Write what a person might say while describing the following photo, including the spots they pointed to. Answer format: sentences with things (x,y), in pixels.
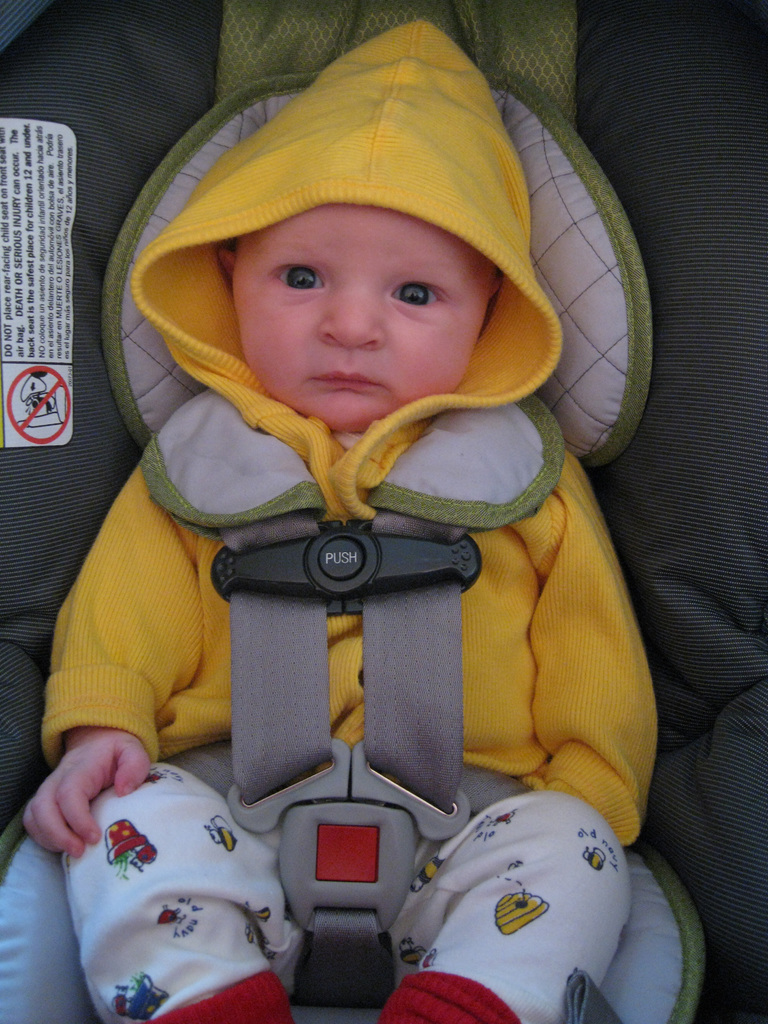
In this picture there is a boy (589,770) who is wearing yellow hoodie (526,635) and white trouser (120,850). He is sitting in the car seat (746,905).
